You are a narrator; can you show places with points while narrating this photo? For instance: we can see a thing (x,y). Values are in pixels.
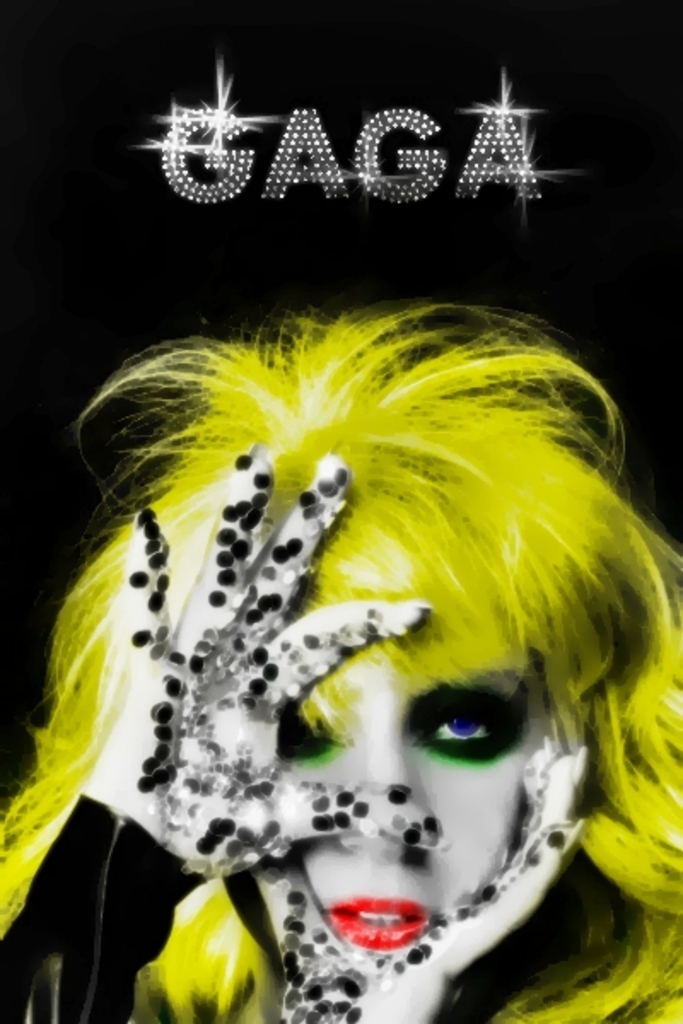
In this image there is a woman (424,840) with yellow color hair (524,607) and red color lipstick (350,931). There are black and white dots (216,763) on her hands (228,797). There is text GAGA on the top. There is black color background (438,250).
